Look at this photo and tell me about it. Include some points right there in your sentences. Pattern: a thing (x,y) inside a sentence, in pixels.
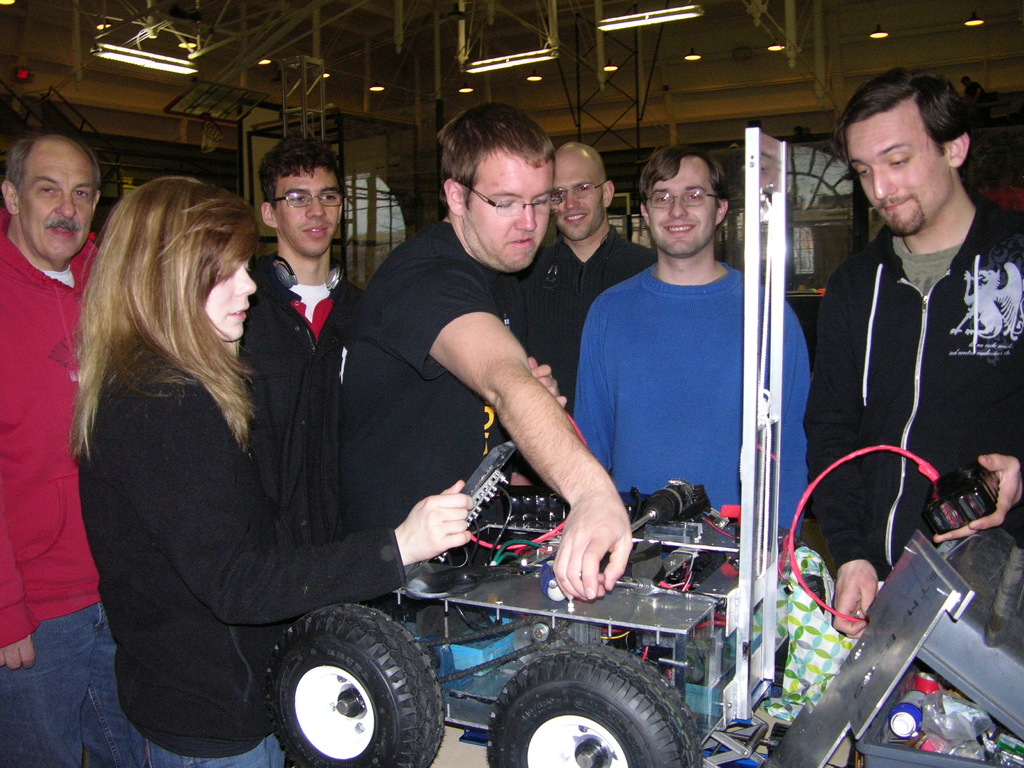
This is the picture of a place where we have some people (357,561) standing in front of the table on which there is a electronic gadget (653,589) and also we can see some lights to the roof (1017,1).
